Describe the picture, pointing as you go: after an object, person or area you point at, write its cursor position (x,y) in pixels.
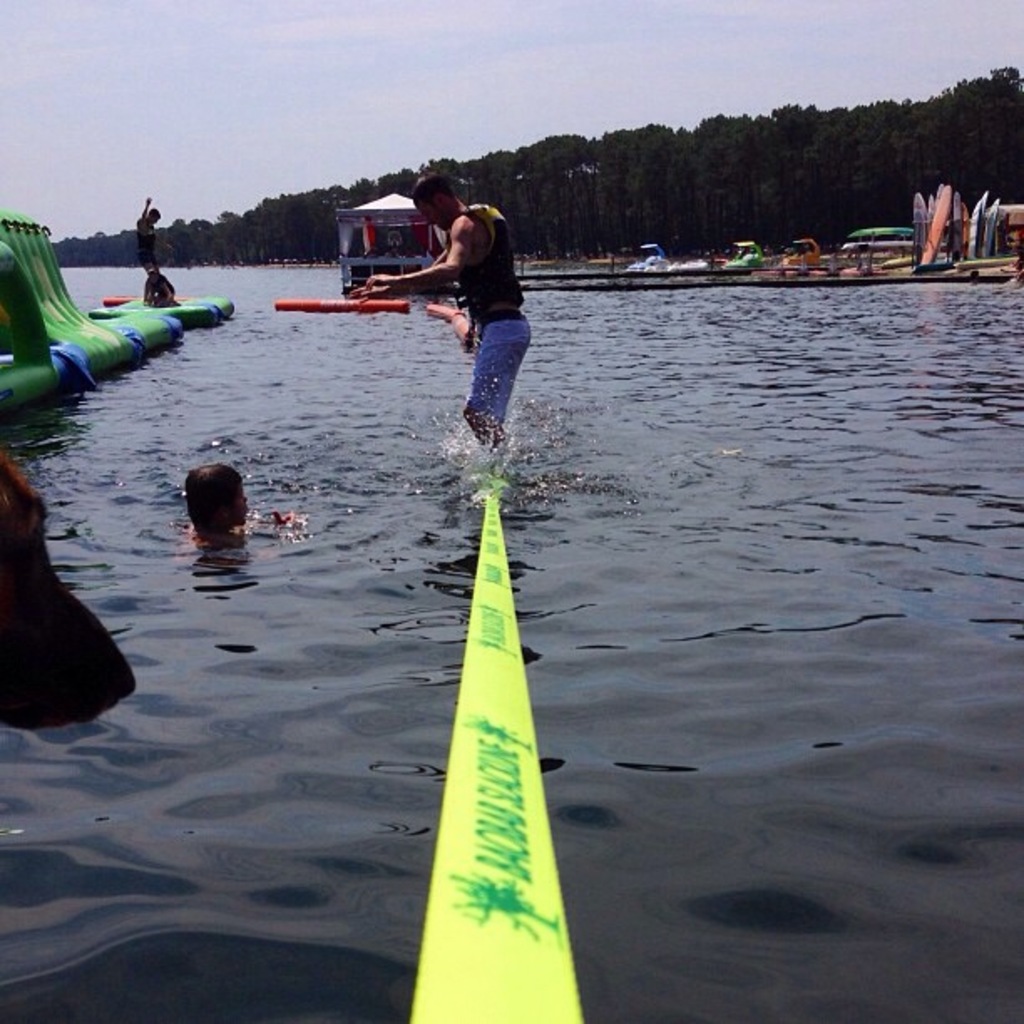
In this image there is a man (462,275) standing in the water (470,444). On the right side (795,261) top there are boats (807,251). In the background (655,178) there are trees (714,131). At the top (264,36) there is the sky (246,61). On the left side (143,218) there is a man (149,263) standing on the tube (181,317). There are two persons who are swimming in the water (112,547).
